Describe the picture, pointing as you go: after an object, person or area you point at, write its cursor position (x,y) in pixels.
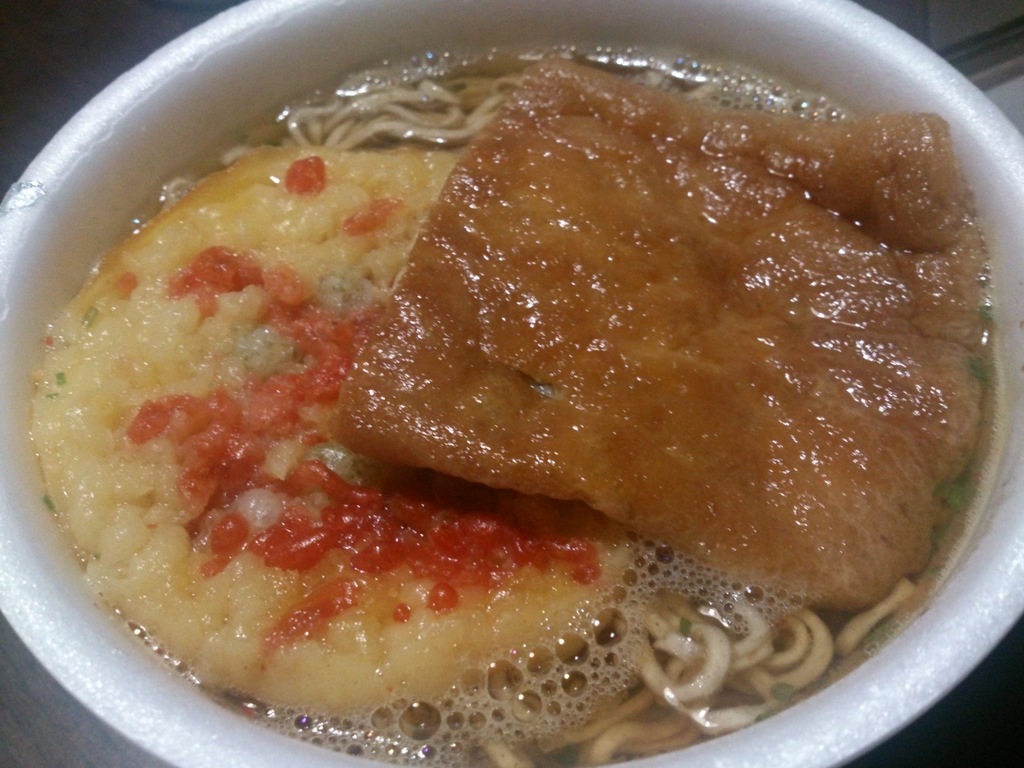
In this picture I can see there is some food (529,345) in a bowl (193,713) and it is placed on a surface (929,743).
